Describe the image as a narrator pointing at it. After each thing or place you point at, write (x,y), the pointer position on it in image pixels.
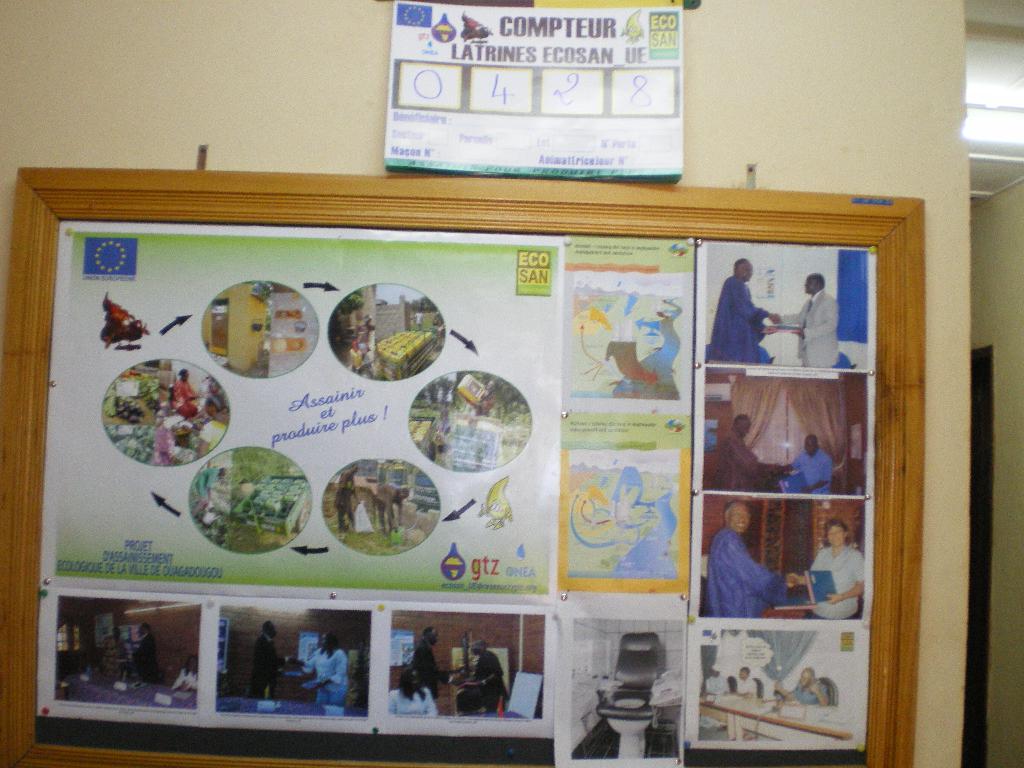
In the image there is a notice board (328,735) attached to the wall (829,126) and on the notice board (360,324) there are posters (424,505) and pictures (807,343) and there is some poster (490,35) attached to the wall (699,26) above the notice board (208,179).
